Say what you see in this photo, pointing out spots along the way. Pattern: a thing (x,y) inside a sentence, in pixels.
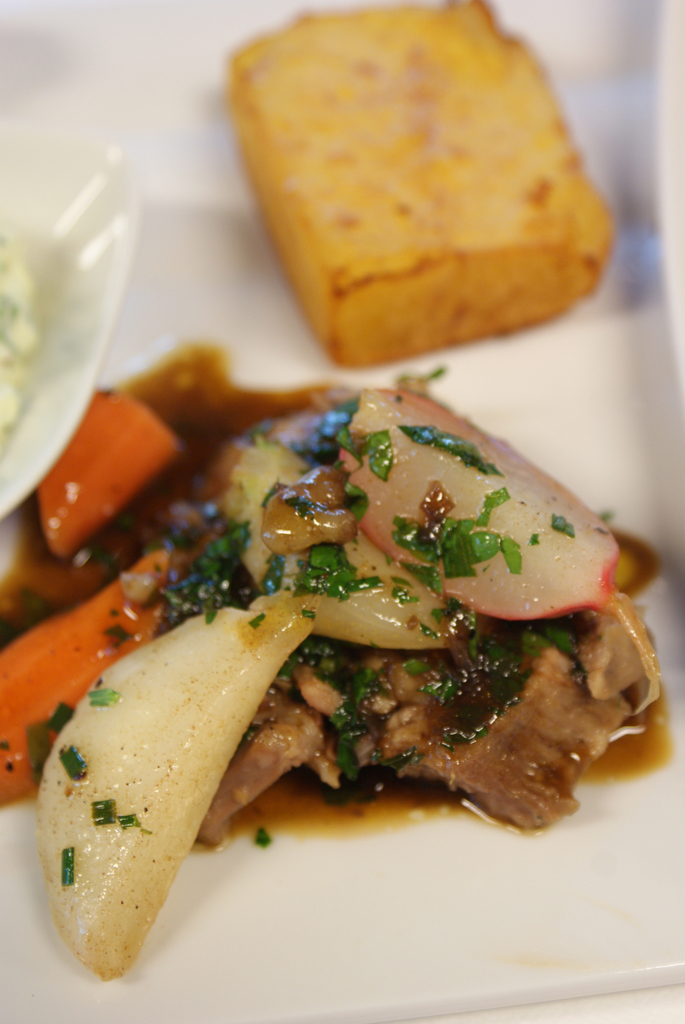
In this image I can see the plate (469,388) with food (289,787). The plate (557,875) is in white color and the food (366,707) is colorful. On the plate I can see one more bowl (42,284). And there is a white background (122,65).
